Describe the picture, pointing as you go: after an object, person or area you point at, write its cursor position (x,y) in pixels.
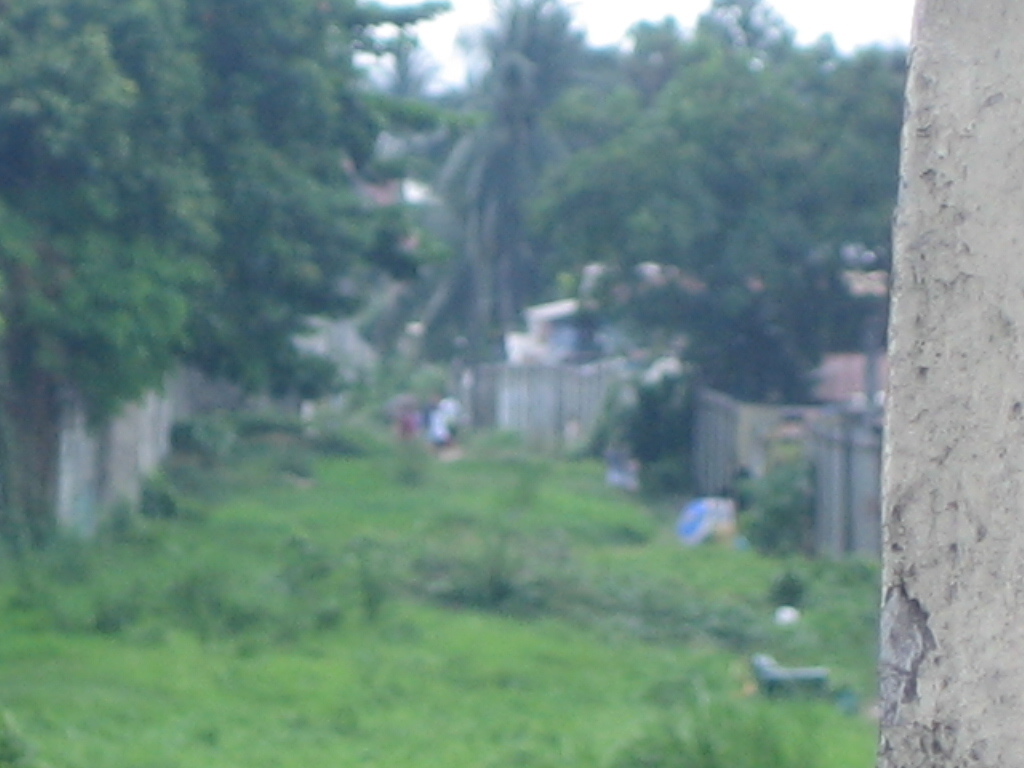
In the foreground of this image (981,655), on the right (968,597) it seems like a concrete pillar (979,669). In the blur background (363,667), we can see trees (720,184), grass (498,521), wall (545,386), few objects (717,530), houses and the sky (596,14).
